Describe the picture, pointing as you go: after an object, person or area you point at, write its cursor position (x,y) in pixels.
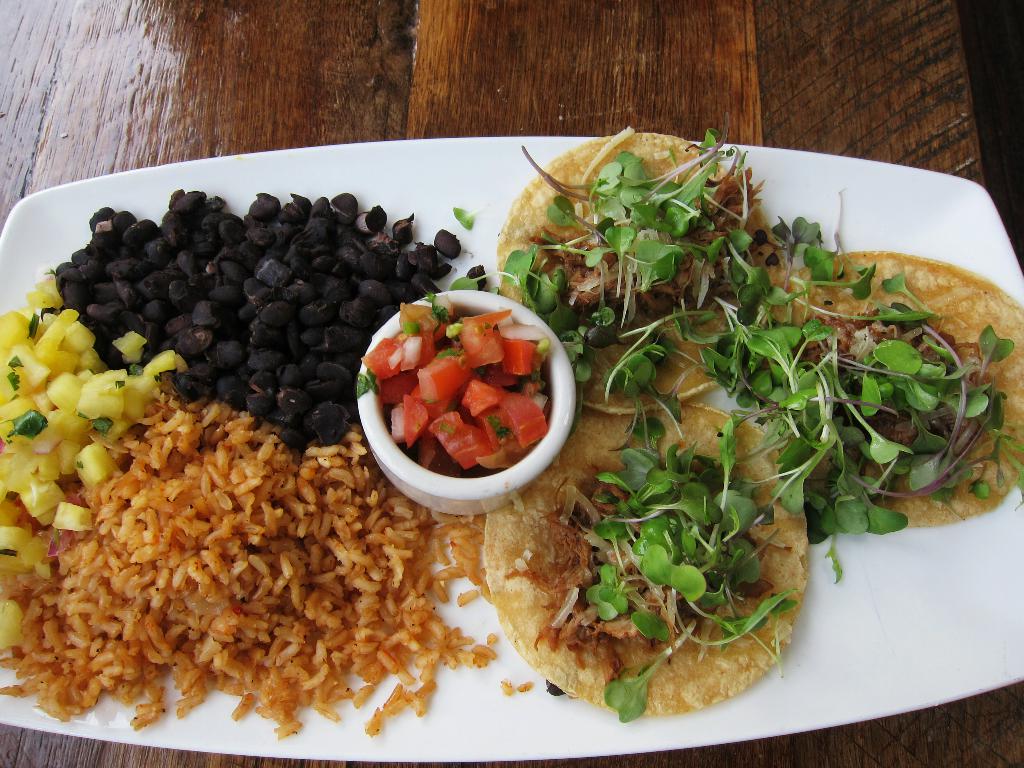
In this image we can see food items (465,572) on a plate (7,278). There is a bowl (441,504) with food (392,390) placed on a plate (391,492). The plate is placed on a wooden surface (1008,36).
